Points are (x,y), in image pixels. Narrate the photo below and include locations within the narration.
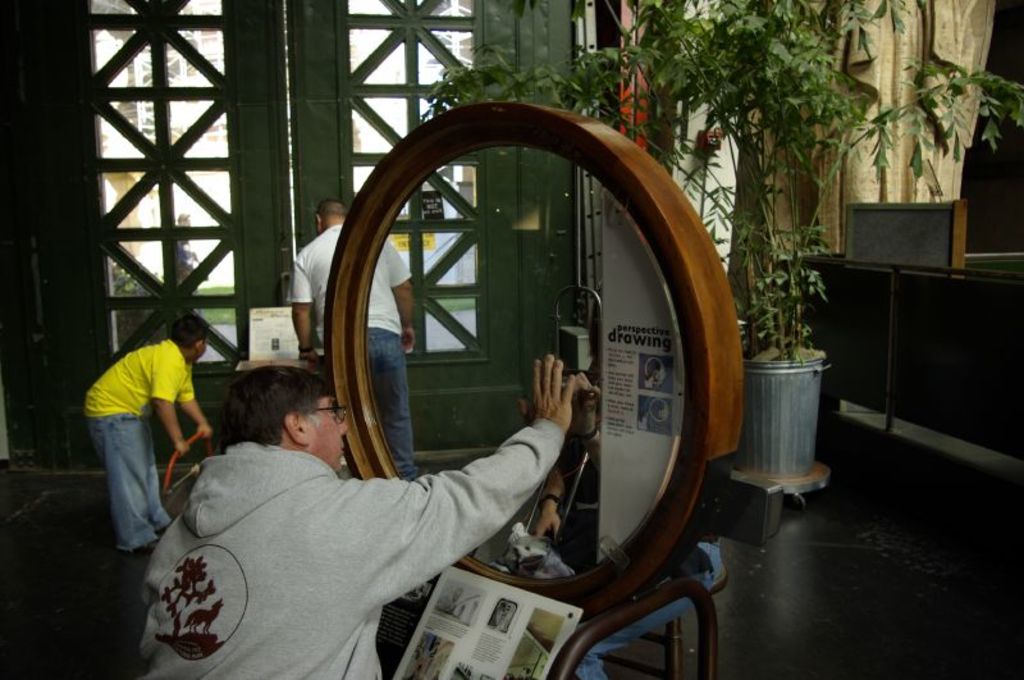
Here a man (365,605) is placing his hand (565,427) on the glass (524,362), he wore sweater (317,582). On the right side (919,151) there is a plant (789,319), on the left side (170,168) there is a door (292,242). A man (321,276) is observing it.
